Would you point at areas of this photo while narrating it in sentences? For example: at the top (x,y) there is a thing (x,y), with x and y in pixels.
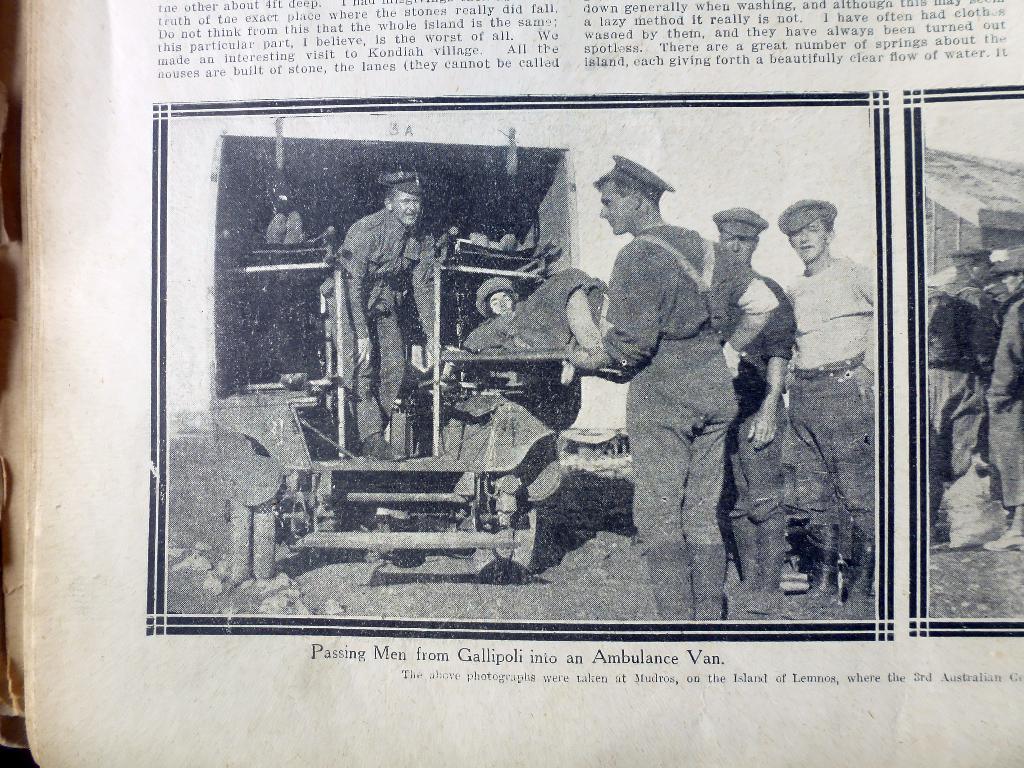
In this picture we can observe a photo (479,257) in the paper (372,706). This is a black and white image. We can observe some people (392,240) standing and there is a man (518,331) laying on the stretcher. We can observe some sentences (388,51) on this paper (706,35). The paper (563,35) is in white color.
